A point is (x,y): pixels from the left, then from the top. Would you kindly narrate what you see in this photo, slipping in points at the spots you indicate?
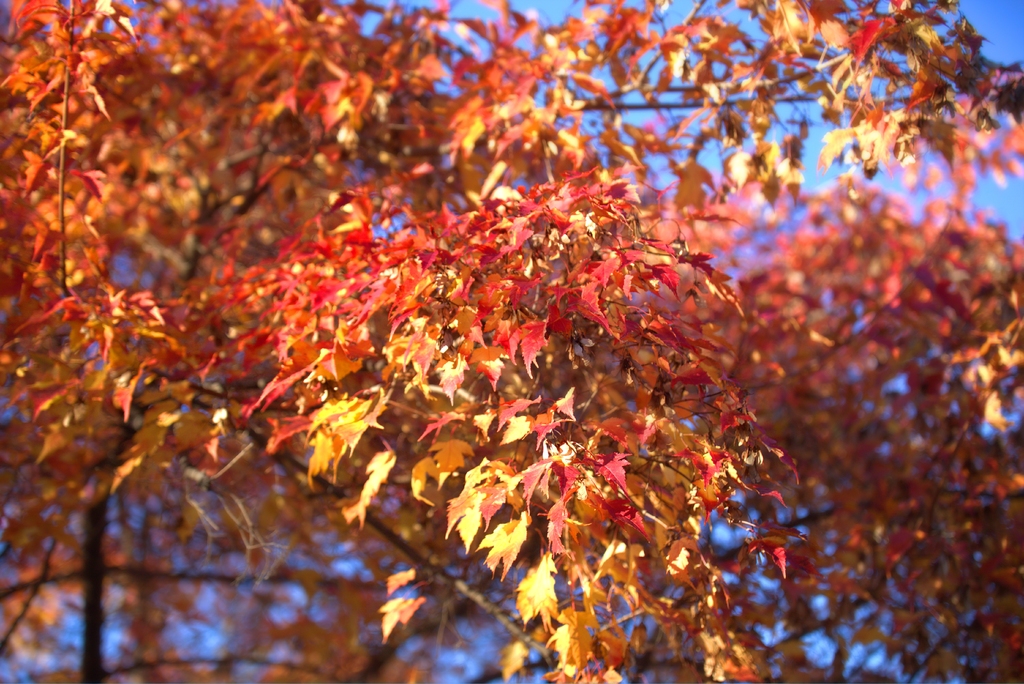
In this image we can see the trees (365,402). In the background (918,196) we can see the sky (1003,28).
